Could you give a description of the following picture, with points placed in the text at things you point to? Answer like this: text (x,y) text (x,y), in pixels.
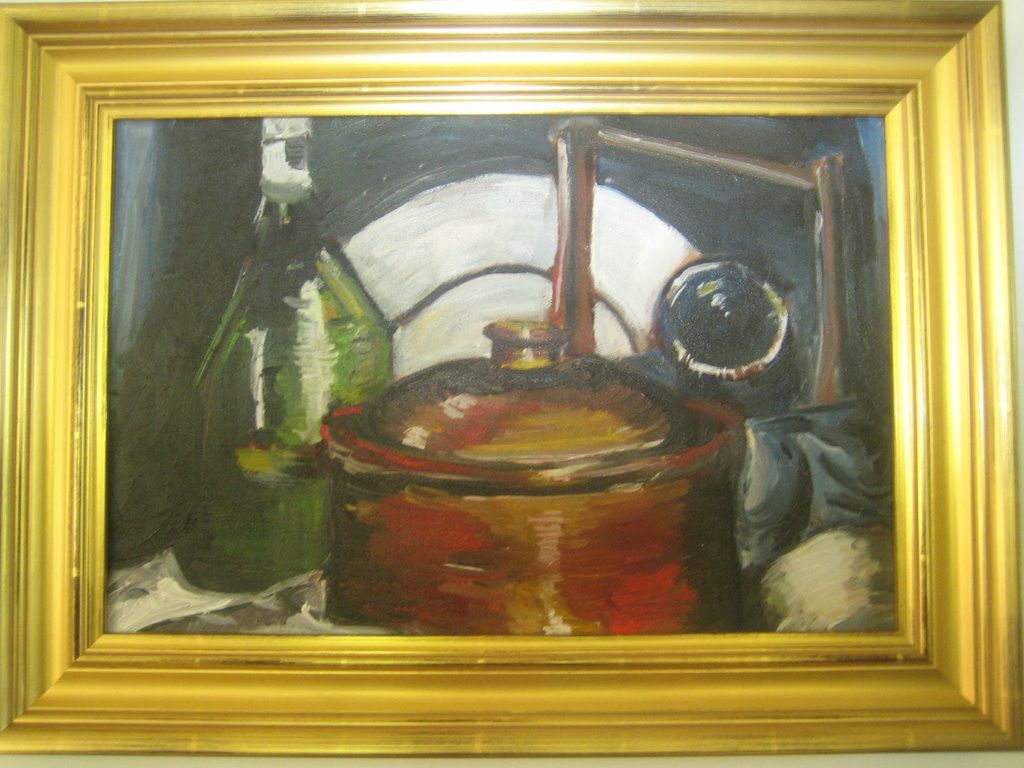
In this image we can see a photo frame (1012,521) with some painting (540,287).
